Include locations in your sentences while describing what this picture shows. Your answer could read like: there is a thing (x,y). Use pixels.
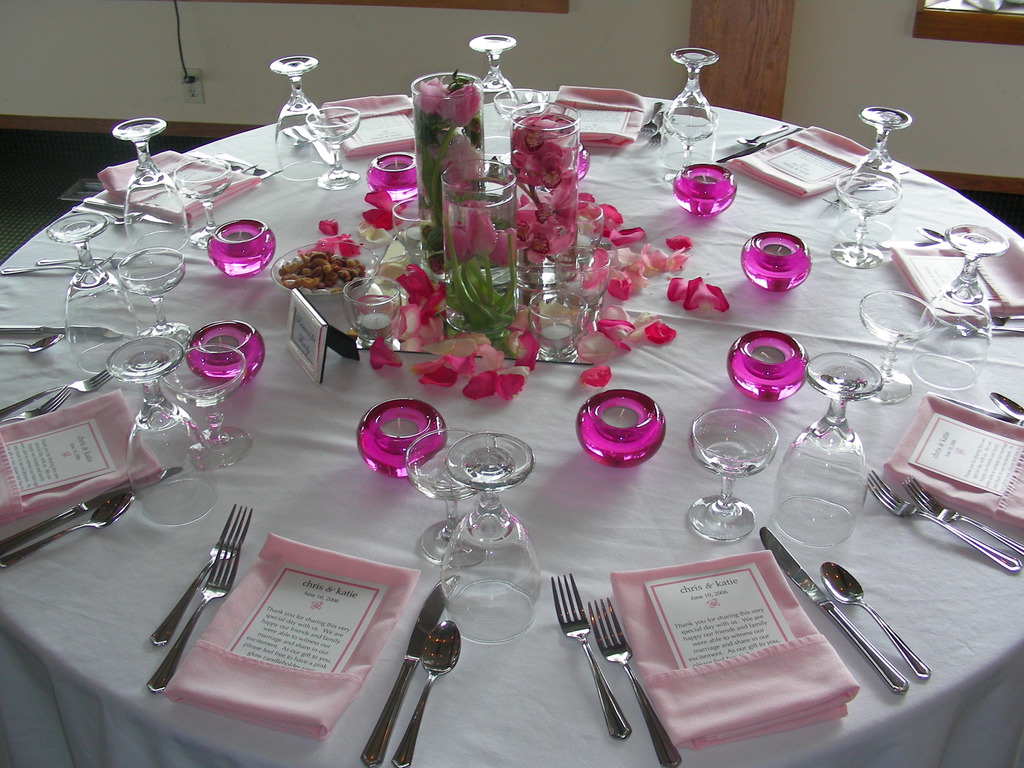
It is a table (124,560) with many glasses (158,420), spoons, fork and a piece of cloth (325,566). It is decorated with flowers (586,338) and flower vase (472,162) in middle of the table (663,364). There is a bowl shaped candle bowl (237,263) in the middle of the table (659,377). There is a knife (815,589) also on the table (802,554). In the background (236,42) there is a wall (285,22). On the wall (187,64) there is a switch board (193,82) and cable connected to it.
